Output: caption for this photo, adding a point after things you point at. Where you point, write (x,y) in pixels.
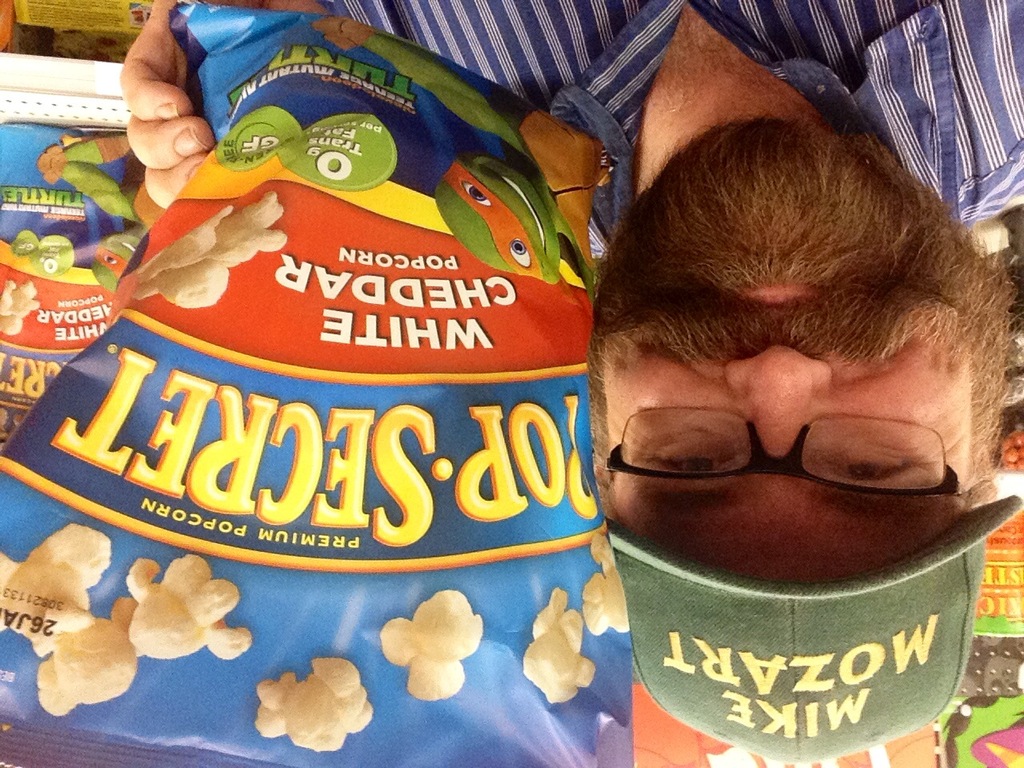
In this image I can see a man (638,363) is holding the popcorn packet (462,330), he is wearing cap (833,633), spectacles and shirt (609,74).
